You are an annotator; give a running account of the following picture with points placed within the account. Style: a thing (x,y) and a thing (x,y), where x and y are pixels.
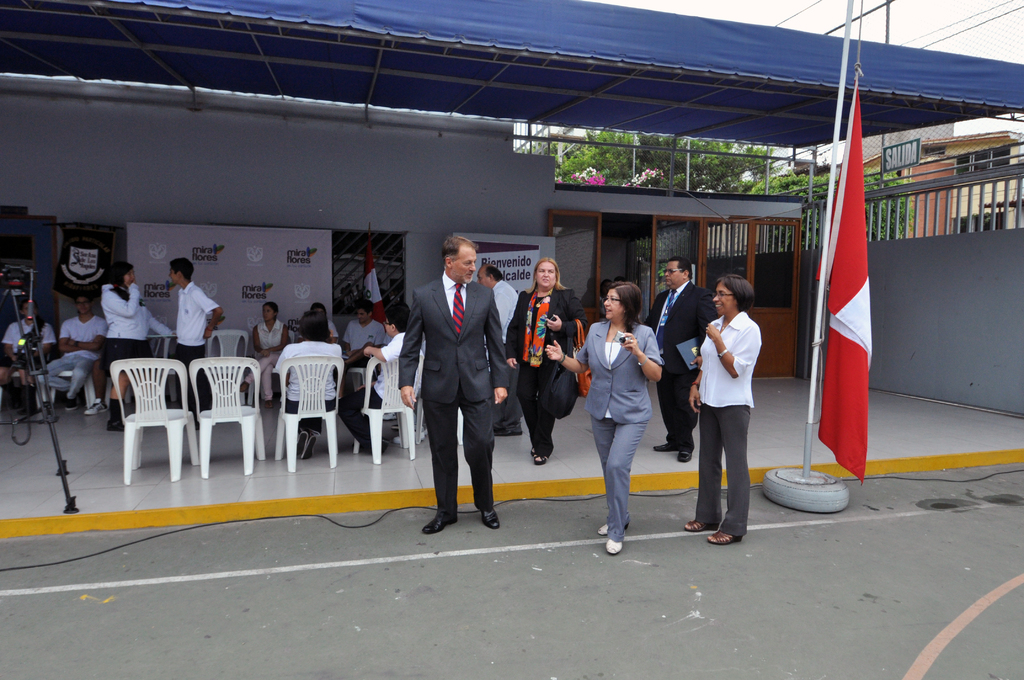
In this picture we can see group of people (137,357) sitting on chairs (365,368) and a person (430,310) wore blazer (443,322), tie (458,324) standing and listening to the woman (644,368), she is talking while walking and another woman (734,352) beside her she is laughing looking at them and in background (607,269) we can see wall (526,215) and a wooden doors (726,249) and here it is a flag (863,310) attached to the pole (821,275) and above is the roof (483,38) with sheets (703,66) and above that we have sky (919,26) and fence (976,40).
